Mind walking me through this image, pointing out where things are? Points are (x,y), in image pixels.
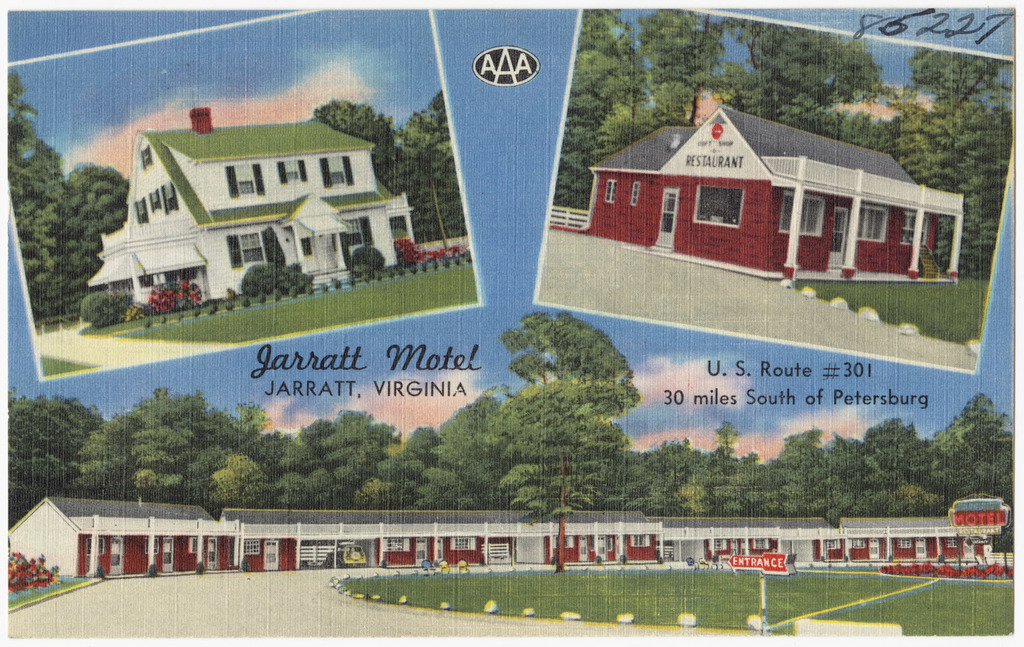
In this image we can see the poster (351,233) of roof houses (266,257), trees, path (188,615) and also the sky (431,75) with the clouds (411,403). We can also see the text (519,82) and also the numbers (890,26) in the top right corner (897,15).
